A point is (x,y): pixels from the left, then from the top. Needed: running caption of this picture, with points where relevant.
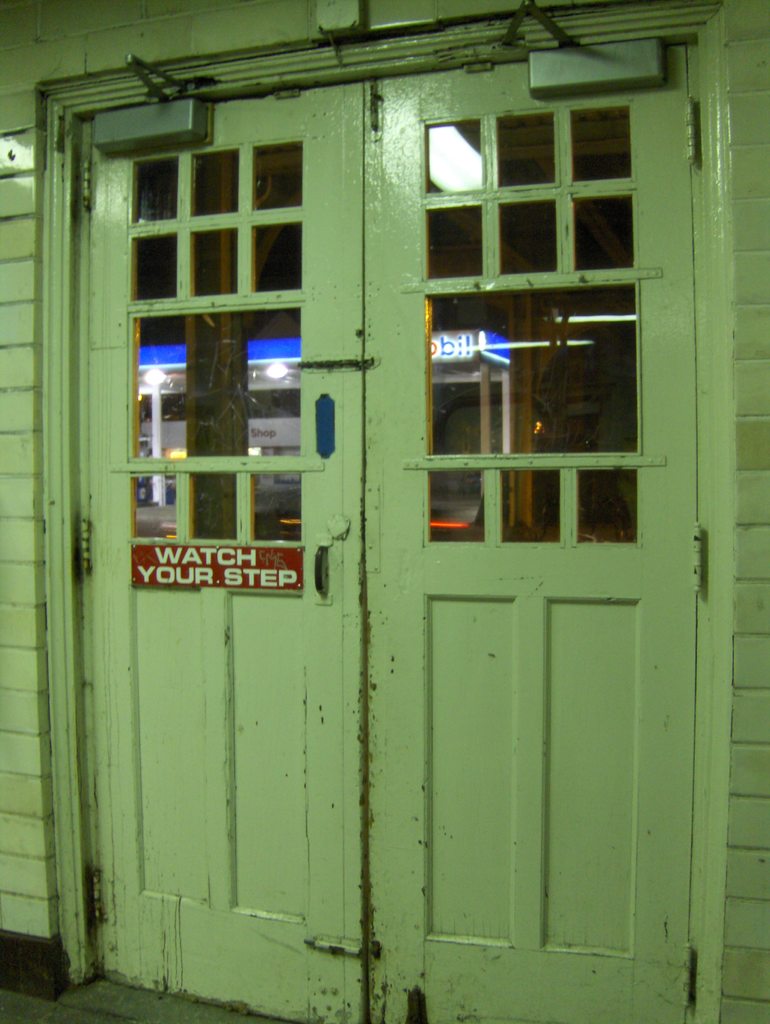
In this image I can see a green color building (125,10) and green color doors (453,535) and red color board (165,568) is attached to it.
